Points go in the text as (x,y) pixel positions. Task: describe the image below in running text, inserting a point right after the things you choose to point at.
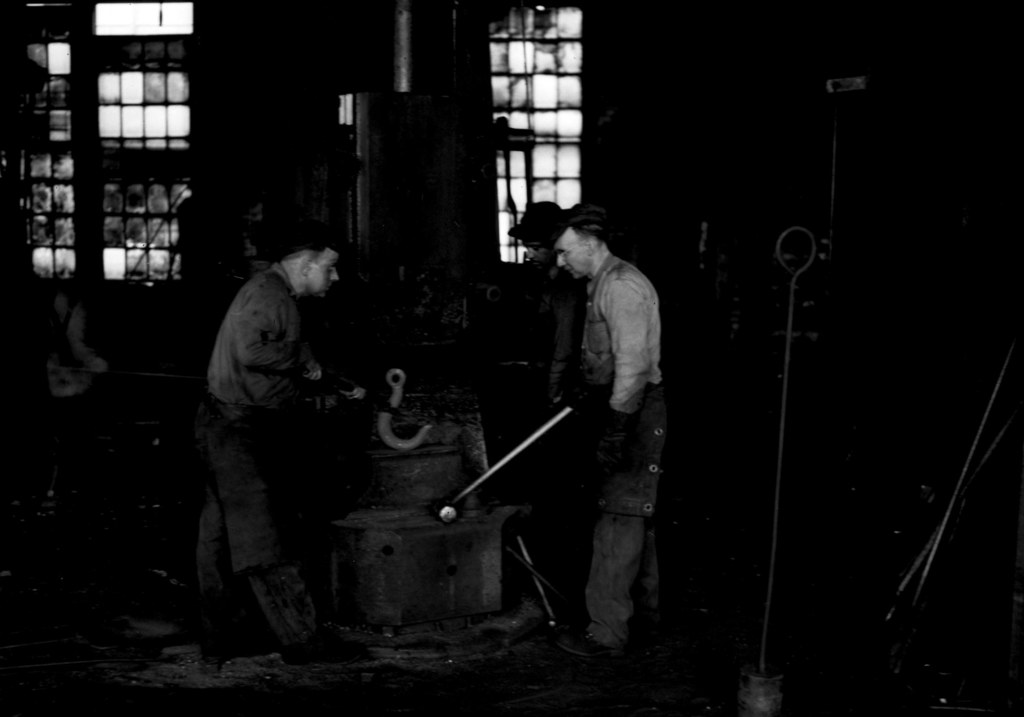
This picture describes about group of people (292,358), in the middle of the image (637,327) we can see a man (592,308), he is holding a hammer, in the background (70,131) we can find few windows (144,129).
